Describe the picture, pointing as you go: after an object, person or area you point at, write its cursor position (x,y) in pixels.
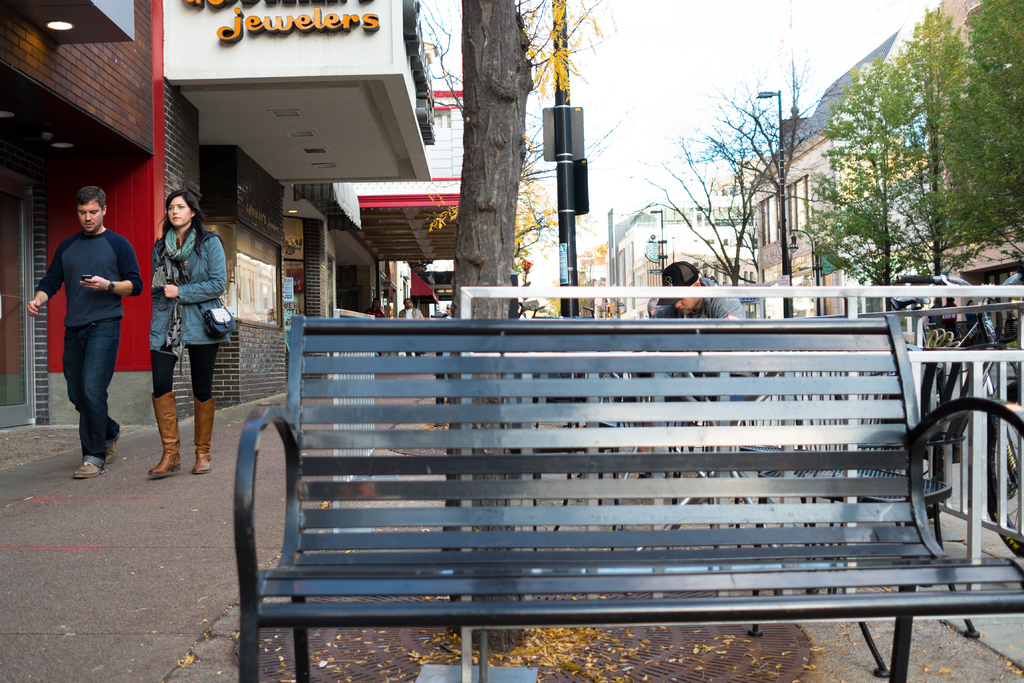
At the bottom of the image (427,620) there is a bench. Behind the bench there are some trees (1000,6) and poles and few people (89,293) are walking. At the top of the image (673,209) there are some buildings (54,51) and trees (866,102) and sky (837,42).
